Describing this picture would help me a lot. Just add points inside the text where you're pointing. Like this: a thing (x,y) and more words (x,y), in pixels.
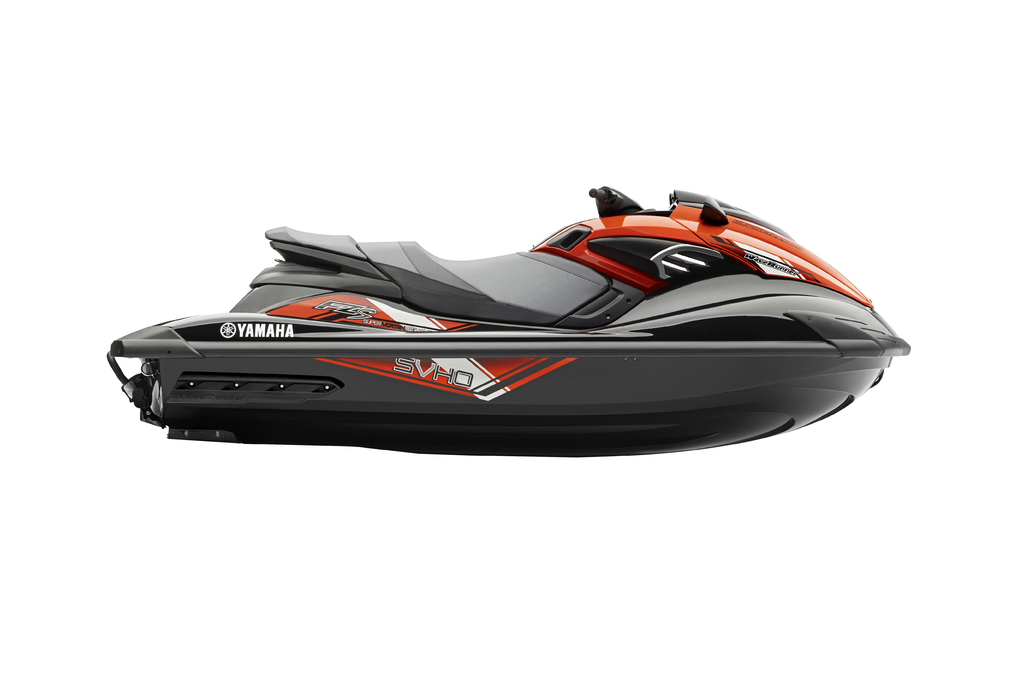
In the picture we can see a jet ski bike (279,412) with a brand Yamaha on it and it is orange in color and some part (879,367) gray in color.
